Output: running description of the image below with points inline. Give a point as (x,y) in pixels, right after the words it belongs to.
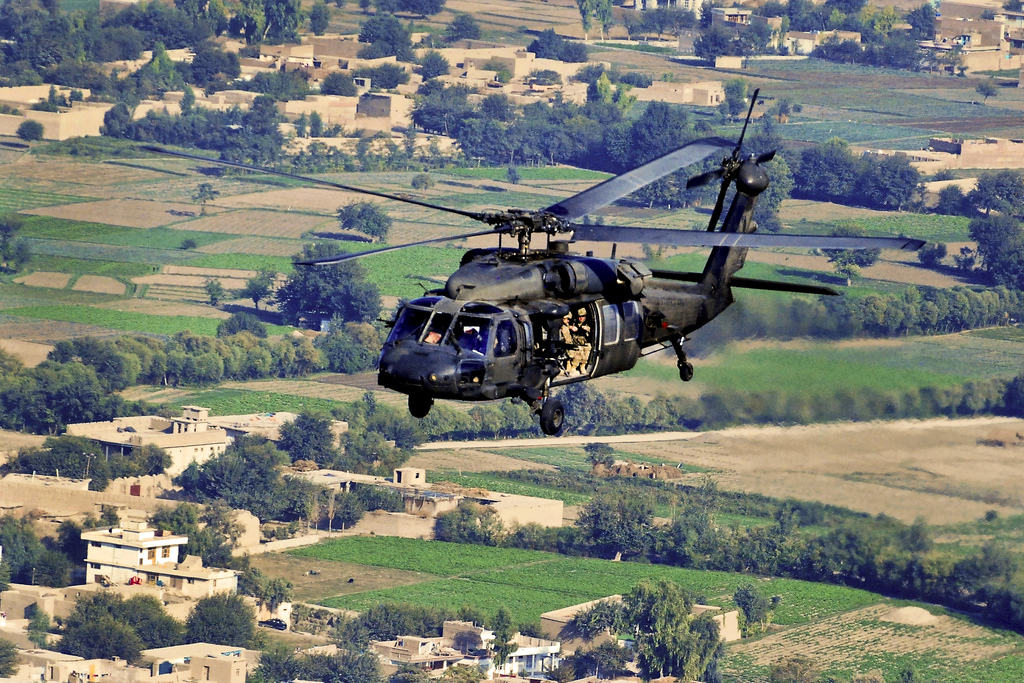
In this image, we can see a helicopter (713,291) flying in the air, there are some trees (777,299) on the ground (438,270) and we can see some homes (240,515).
